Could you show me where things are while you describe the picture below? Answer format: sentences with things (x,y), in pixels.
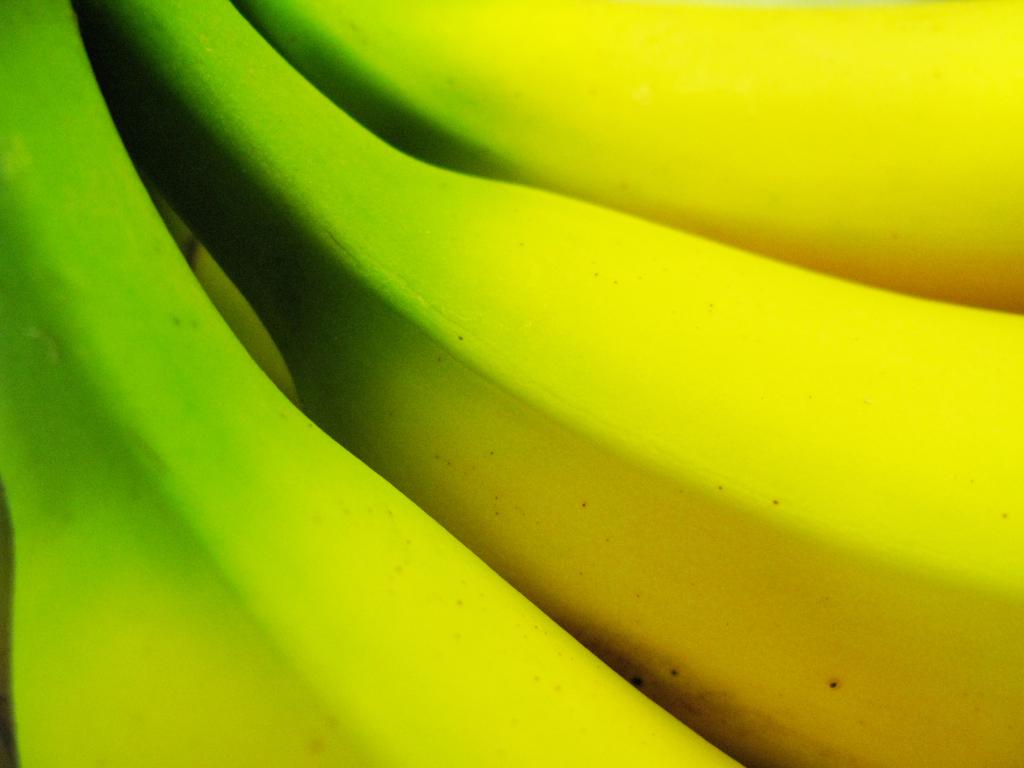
In this image we can see bananas (534,497).
